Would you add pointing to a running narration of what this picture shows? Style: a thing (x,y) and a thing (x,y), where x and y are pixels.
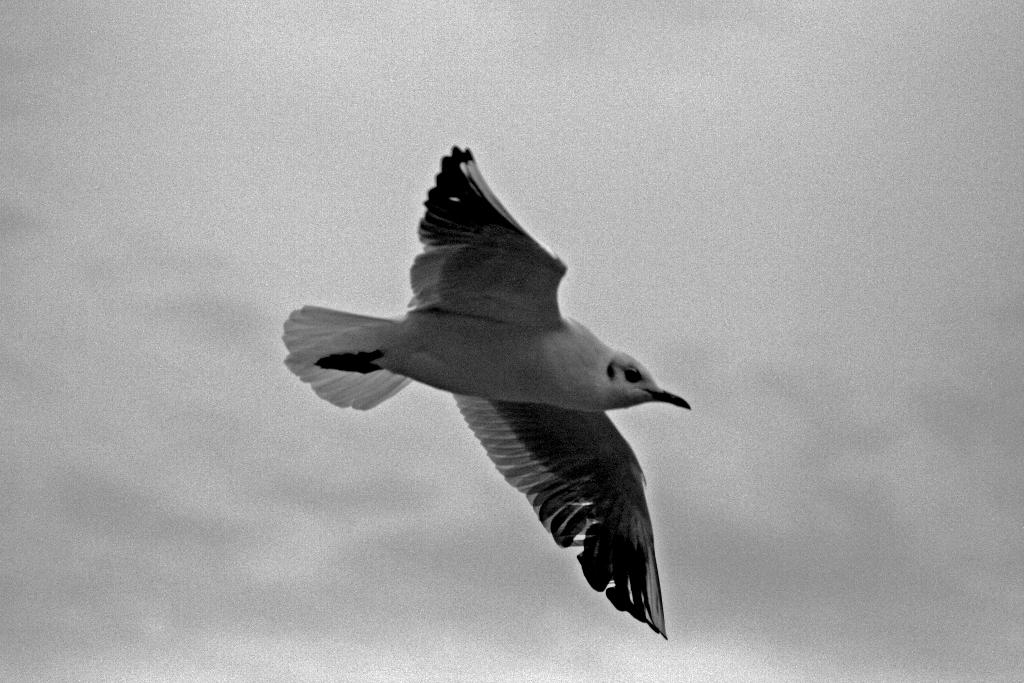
This is a black and white picture where we can see one bird (658,570) is flying.
